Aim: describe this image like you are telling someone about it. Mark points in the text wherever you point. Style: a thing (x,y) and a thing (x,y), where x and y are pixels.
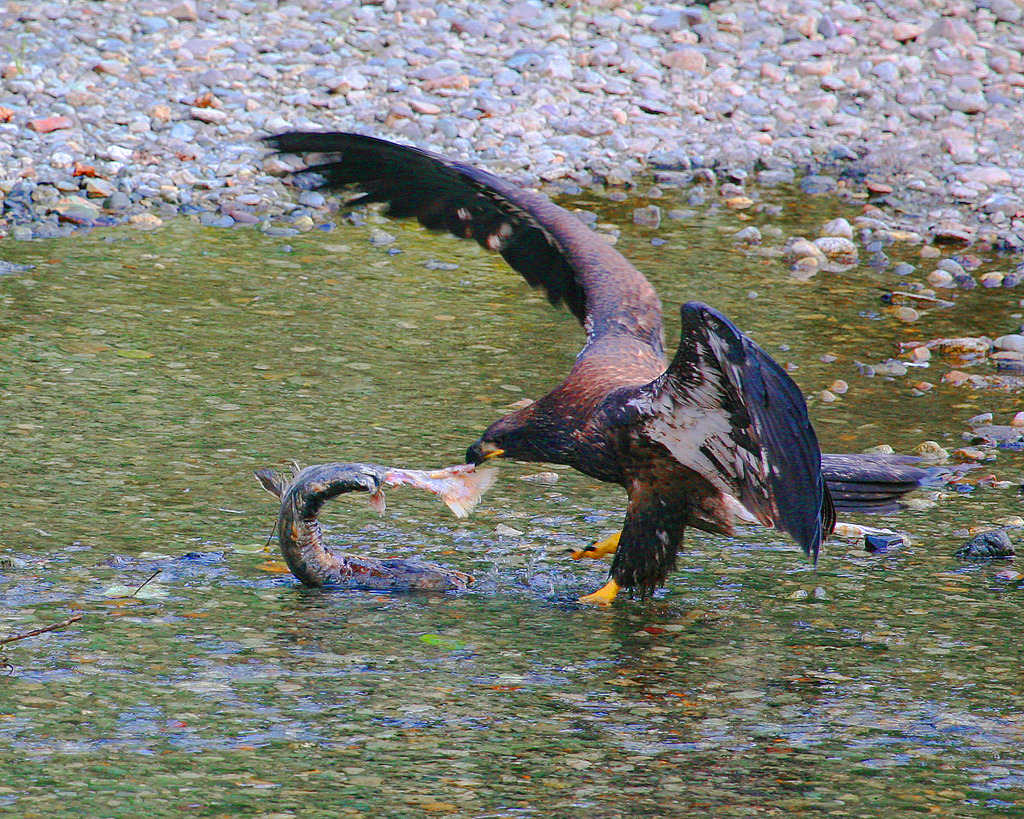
There is an eagle (632,462) and a fish (308,495) present on the surface of water (480,648) as we can see in the middle of this image (660,535), and there are some stones (228,160) in the background (851,111).
